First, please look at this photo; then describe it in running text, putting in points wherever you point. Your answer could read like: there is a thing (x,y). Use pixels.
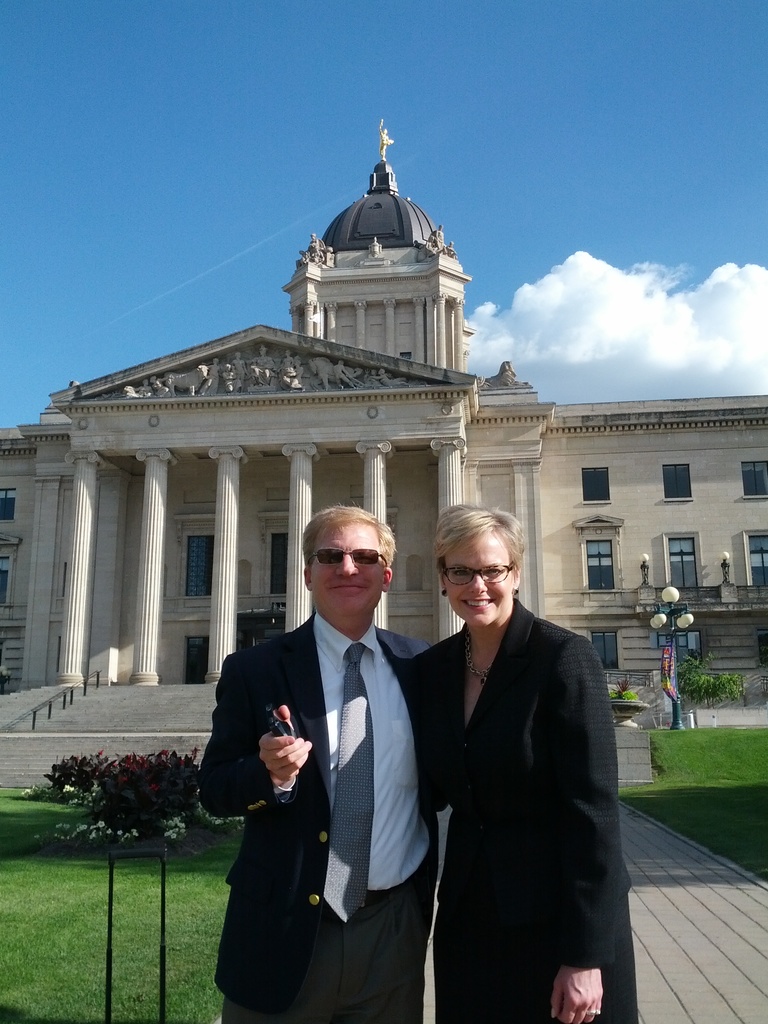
In this picture I can observe a couple (372,725). Both are wearing black color coats (271,969) and spectacles (319,553). They are smiling. On the left side (124,806) I can observe some plants (105,792) on the ground (77,1012). In the background (362,386) there is a building (323,452) and some clouds (582,303) in the sky (509,131).
